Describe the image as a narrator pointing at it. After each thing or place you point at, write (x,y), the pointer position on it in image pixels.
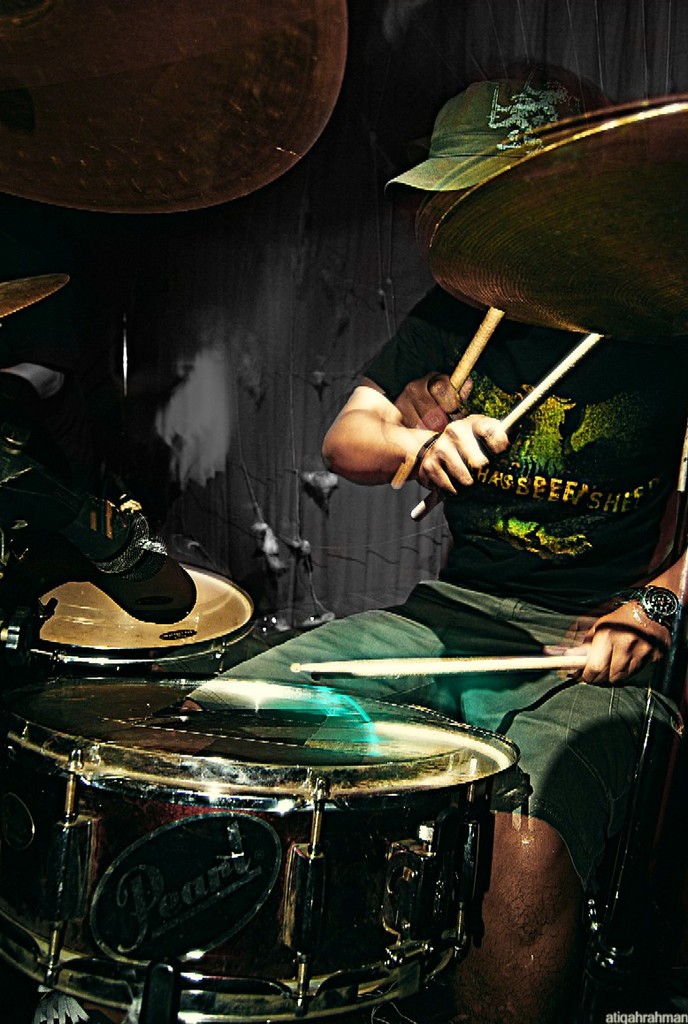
In the foreground of this image (323,778), there is a man (581,465) wearing cap (469,104) is sitting and playing drums (308,763) and the background (296,255) image is not clear.
